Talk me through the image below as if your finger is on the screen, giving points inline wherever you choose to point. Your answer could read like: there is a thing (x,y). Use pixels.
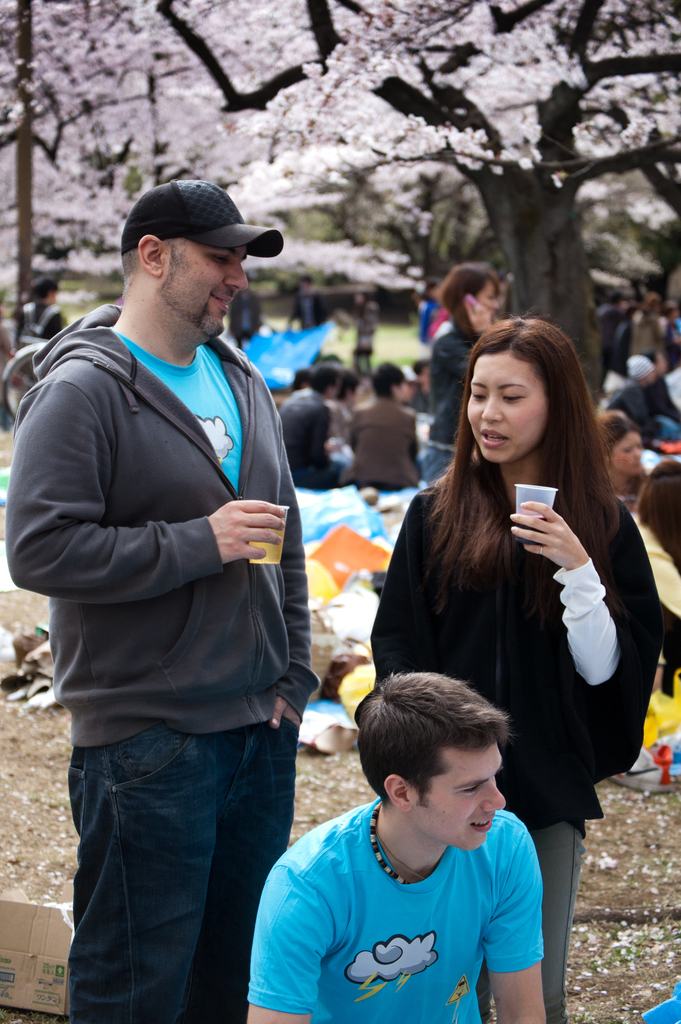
In this picture we can see a group of people (507,598) on the ground (613,898), two people (182,567) are holding glasses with their hands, box (54,992), some objects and in the background (242,172) we can see trees (295,201).
